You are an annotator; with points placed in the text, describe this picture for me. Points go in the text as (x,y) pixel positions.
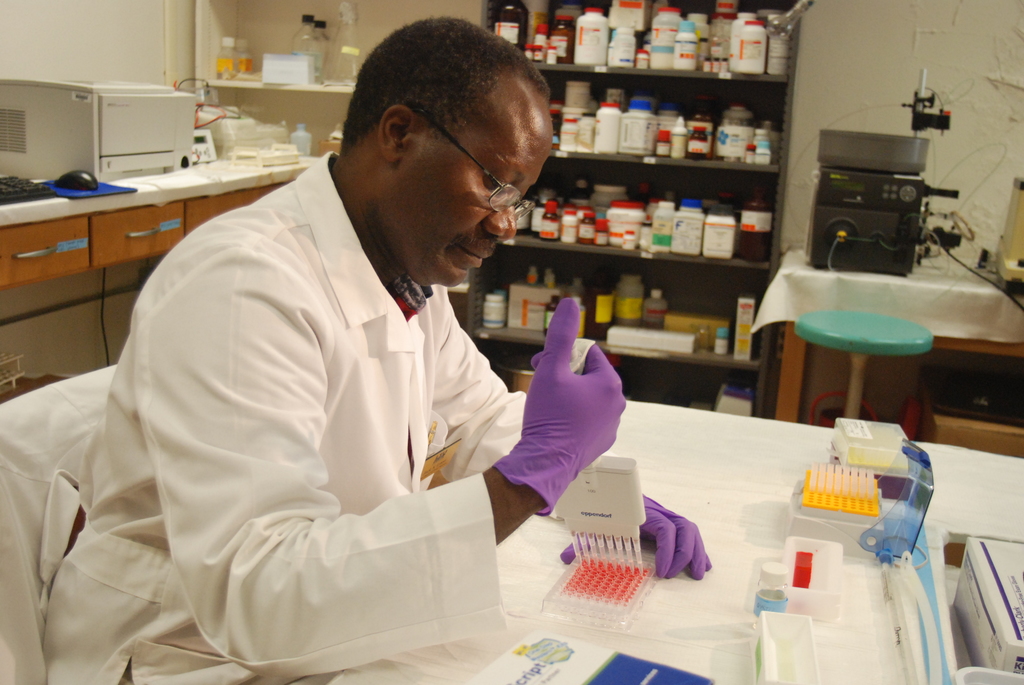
There is a person (224,329) wearing specs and gloves (536,419) is holding something in the hand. He is sitting on a chair (72,524). Also there is a table (745,449). On the table (755,502) there is a box (989,561) and many other items (810,529). On the left side (62,209) there is a platform (131,225) with drawers (178,208). On that there is an electronic device (106,151), keyboard (25,179), mouse (88,180) and many other items (246,137). In the back (577,230) there are cupboards (537,65) with bottles (586,211) and many other items (566,143). On the right side (915,273) there is a table (894,282). On that there is an electronic device (863,159). Near to that there is a stool (824,341).
